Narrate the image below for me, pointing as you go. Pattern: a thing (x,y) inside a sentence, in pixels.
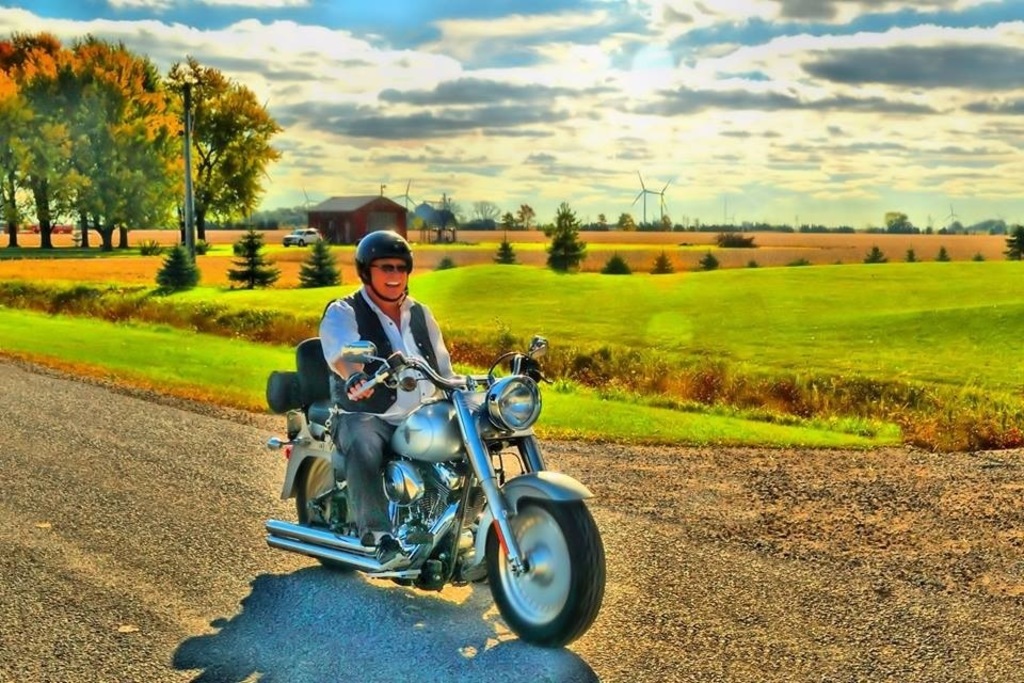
In this image i can see a man (393,301) riding a bike (434,403) on the road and the man (409,324) is laughing at the back ground (647,295) i can see a grass (732,311), a tree (548,252), a pole (192,215) and a sky (296,123).
